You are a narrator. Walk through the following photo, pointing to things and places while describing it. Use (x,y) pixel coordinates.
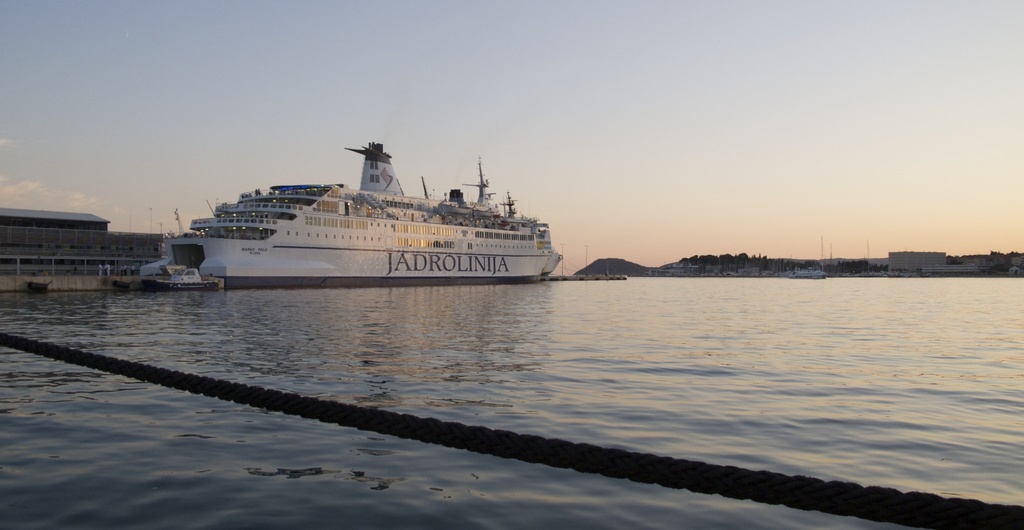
In the picture I can see water (297,349), ferry (511,241) and in the background of the picture (845,235) there are some buildings (982,268), mountain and clear sky (639,126).
